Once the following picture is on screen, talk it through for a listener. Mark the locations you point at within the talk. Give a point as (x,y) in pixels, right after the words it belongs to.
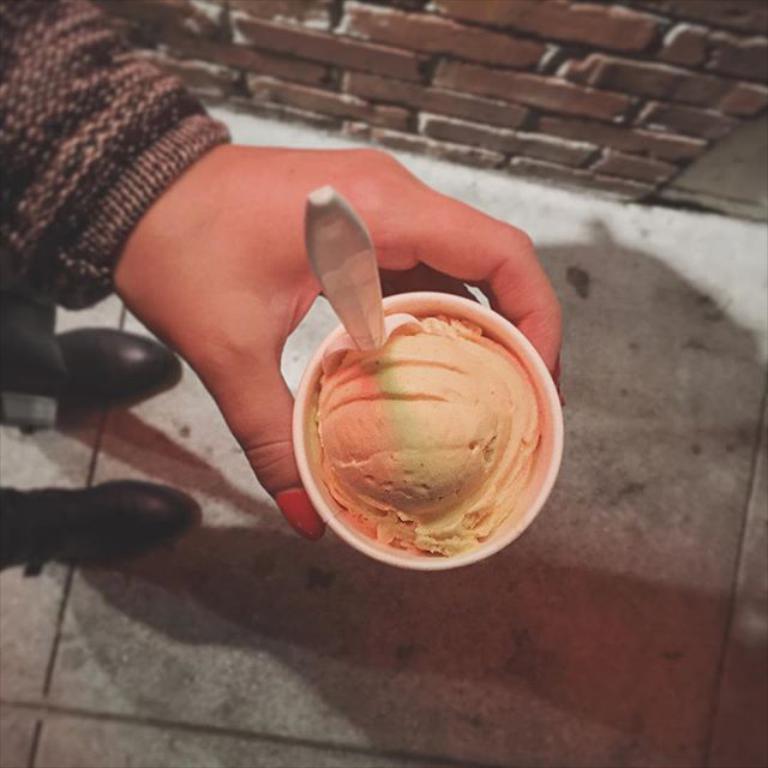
In this image I can see the person (3,137) holding the ice-cream (387,464) and the ice-cream (398,405) is in the cup (377,513). In the background (499,138) the wall (466,68) is in brown color.
